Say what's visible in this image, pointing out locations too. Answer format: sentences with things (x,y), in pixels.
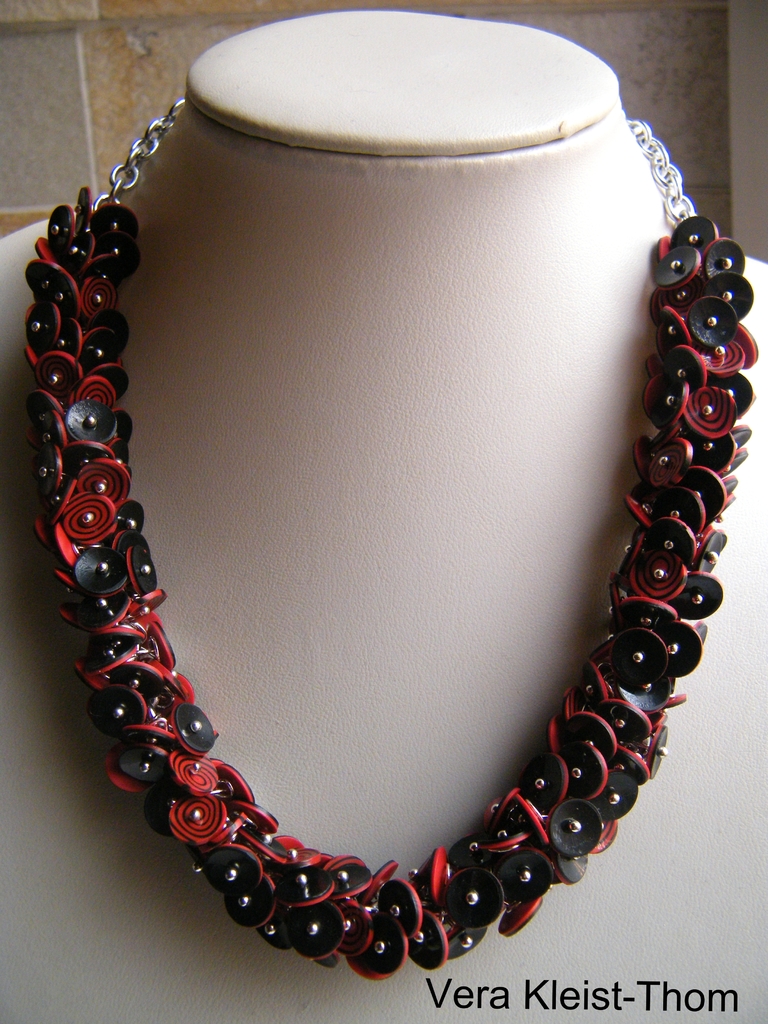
In the image in the center (459,600), we can see one necklace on the white color object (384,624). And we can see necklace (108,653) is in mixed color of black and red. In the background (208,4) there is a wall (459,3).
